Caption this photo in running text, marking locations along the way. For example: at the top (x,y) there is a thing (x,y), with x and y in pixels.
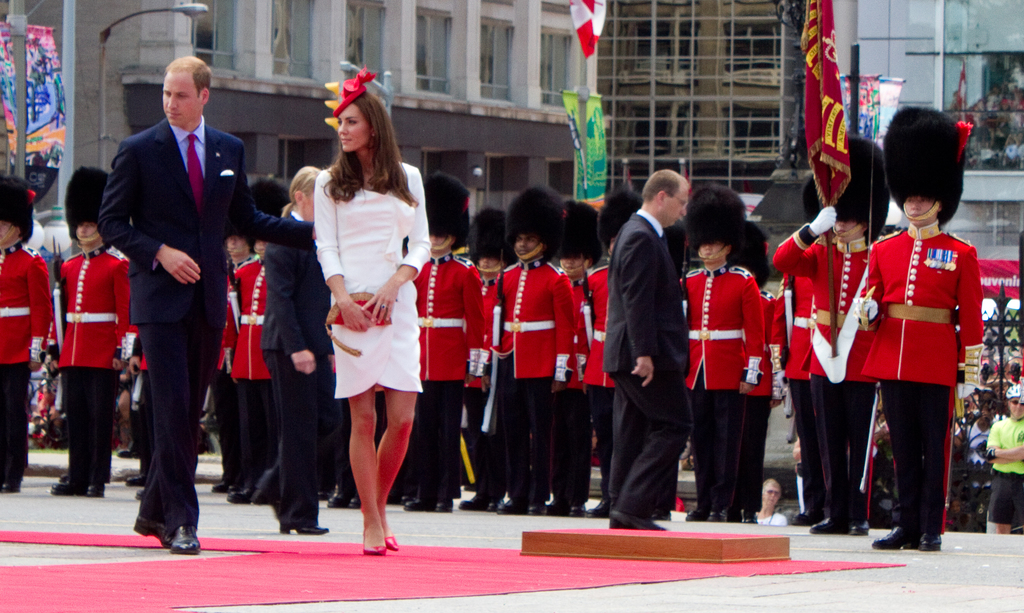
In this image, on the left side (247,222), we can see two people (236,146) man (201,192) and woman (381,235) are walking on the red carpet (146,540). On the right side (1016,496), we can see a group of people (441,289), we can also see a person (842,274) standing and holding a flag (820,153) in his hand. On the right side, we can also see a man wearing a black color dress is walking. In the background (288,348), we can also see a group of people (760,420), street lights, building (502,109), flags (595,101), hoardings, glass window (952,89). At the bottom (445,576), we can see a red carpet (502,564).
